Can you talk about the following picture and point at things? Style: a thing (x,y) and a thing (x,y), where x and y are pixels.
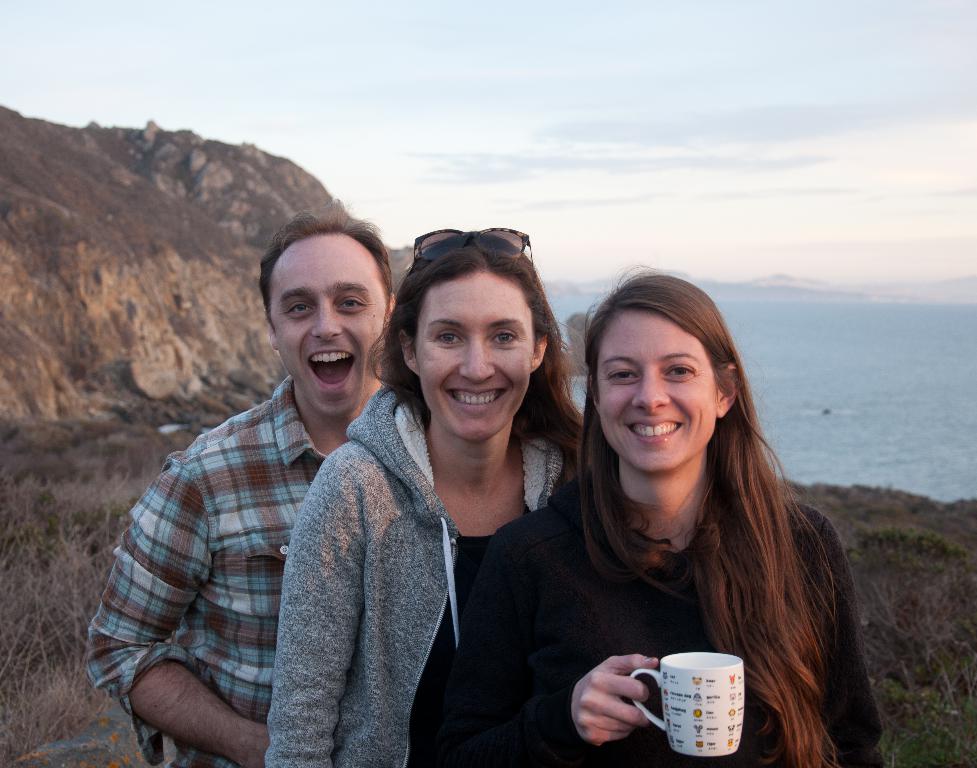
In this image, In the center (374,386) there are three people (794,494) standing and in the background (864,353) there is a water (879,377) which is blue color, In the left side of the image (55,323) there is a mountain (174,264) which is in brown color, In the top of the image (458,167) there is sky (495,108) which is in white color.
